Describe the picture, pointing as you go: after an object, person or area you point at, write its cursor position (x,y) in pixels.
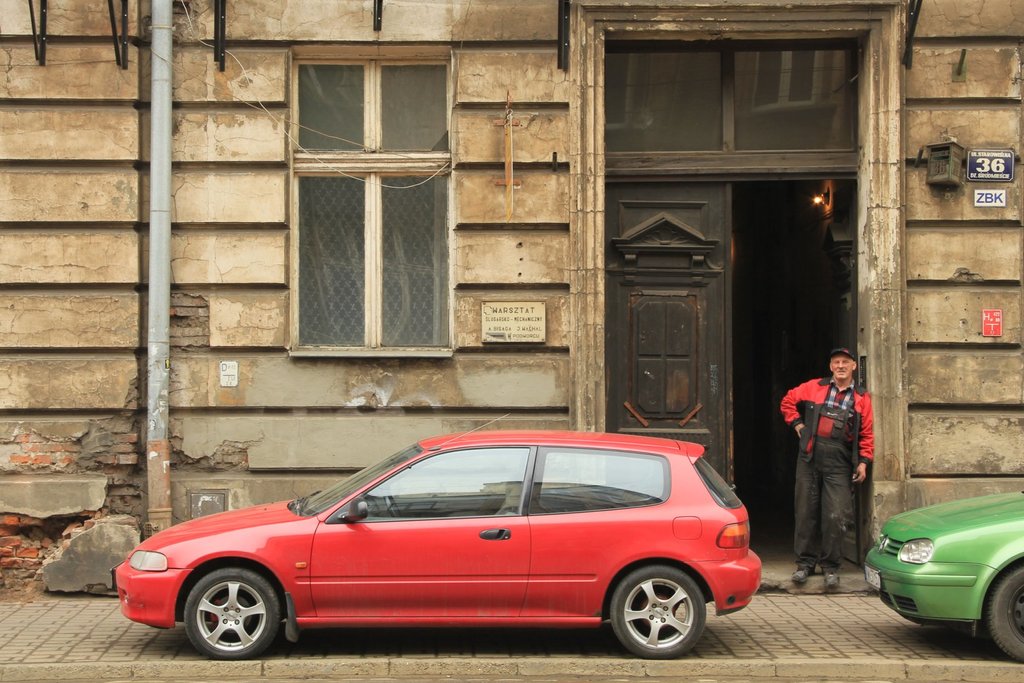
In this image we can see two cars (881,582). Also there is a building (286,234) with windows (377,233) and doors (719,328). Near to the door (719,363) a person (827,442) wearing cap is standing. On the wall (925,265) there is a number (991,163).
